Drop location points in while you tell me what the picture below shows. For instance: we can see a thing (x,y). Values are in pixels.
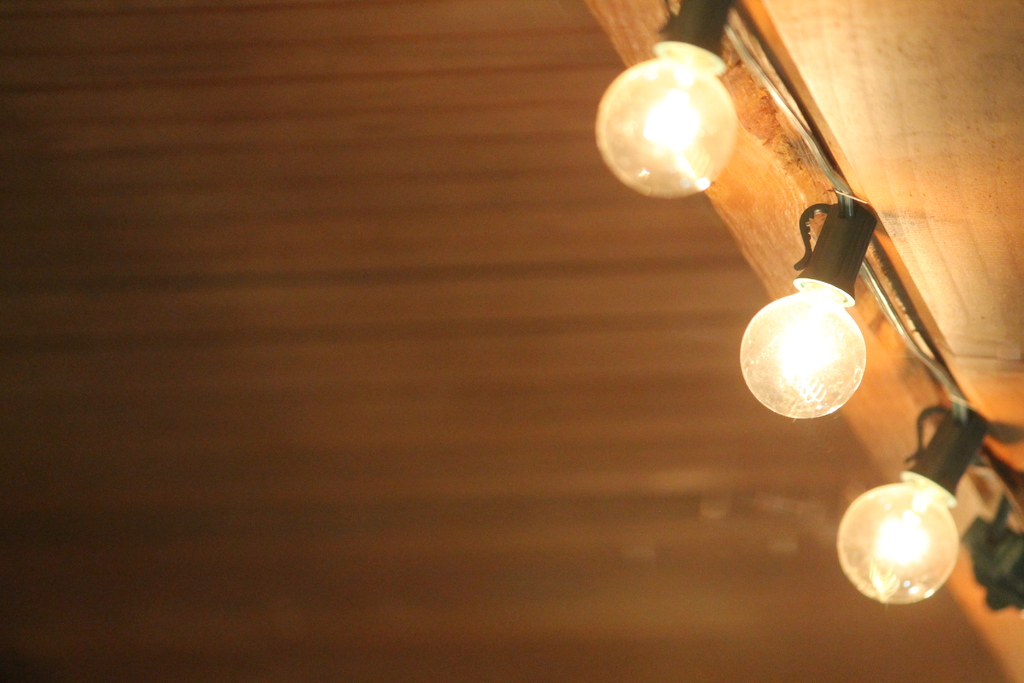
In this image, we can see lights (779,389) on the blur background.
